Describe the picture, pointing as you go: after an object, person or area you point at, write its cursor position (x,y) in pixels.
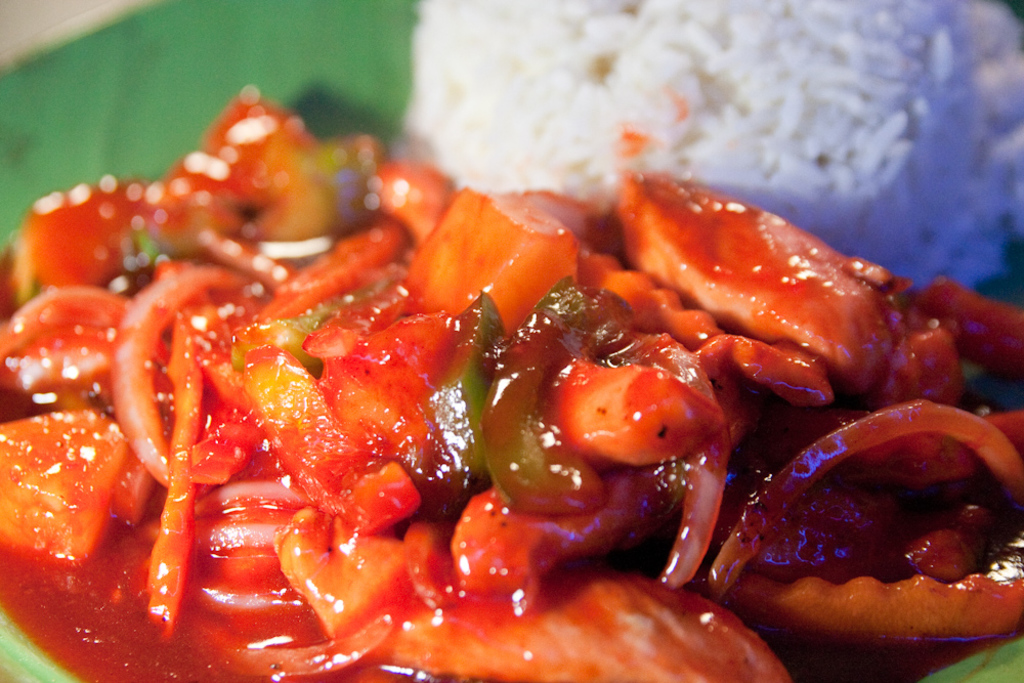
This is sweet and sour chicken (696,343) and rice (722,87).
